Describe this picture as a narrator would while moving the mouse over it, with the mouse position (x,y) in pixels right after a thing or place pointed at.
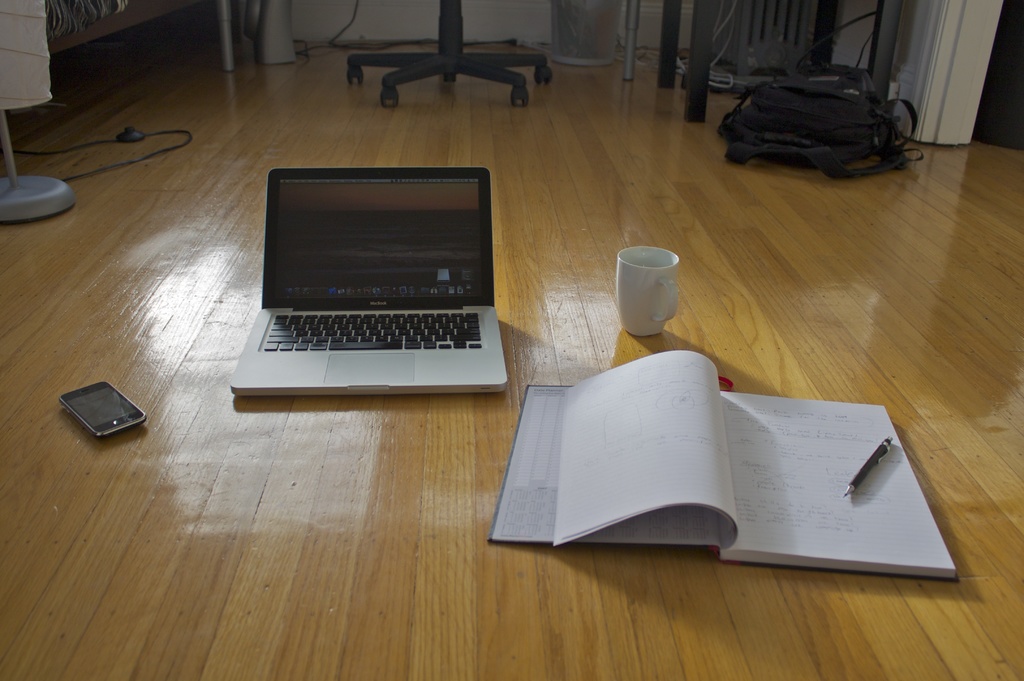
There is a laptop (462,268), cup (645,304), a pen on a book (791,447), mobile (109,405), chair (462,62), bag (874,123) and a stand (15,201) on the wooden floor (50,250). In the background (853,38), there are cables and a white wall (430,26).
